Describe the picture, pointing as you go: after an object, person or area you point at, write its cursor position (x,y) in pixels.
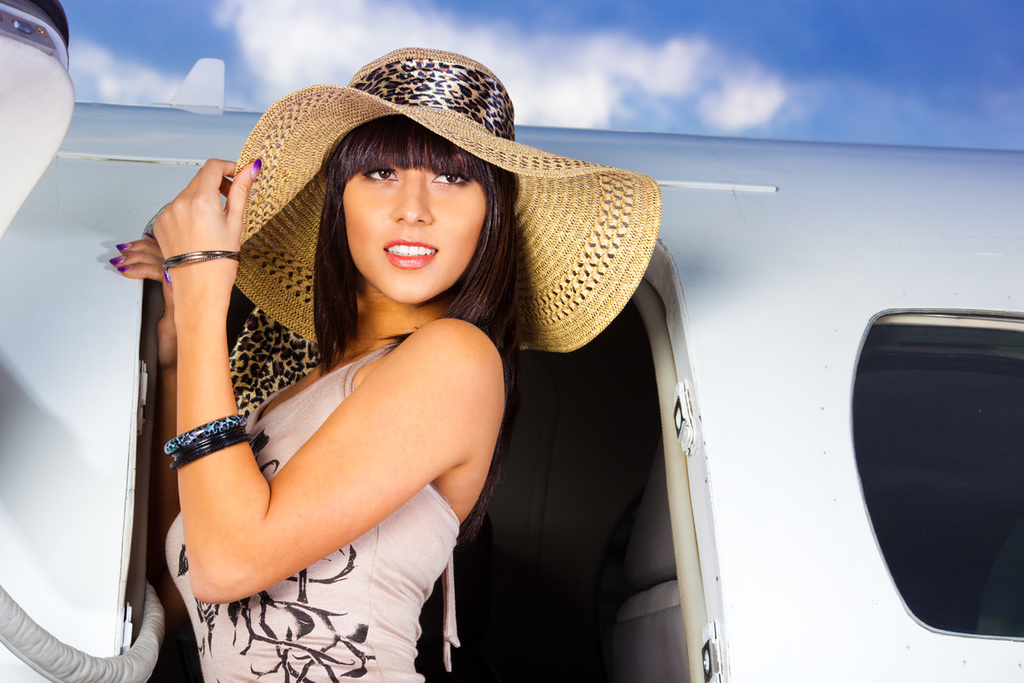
In this image we can see a woman (350,539) standing. In the background (645,72) we can see sky (940,90) with clouds (692,60).
